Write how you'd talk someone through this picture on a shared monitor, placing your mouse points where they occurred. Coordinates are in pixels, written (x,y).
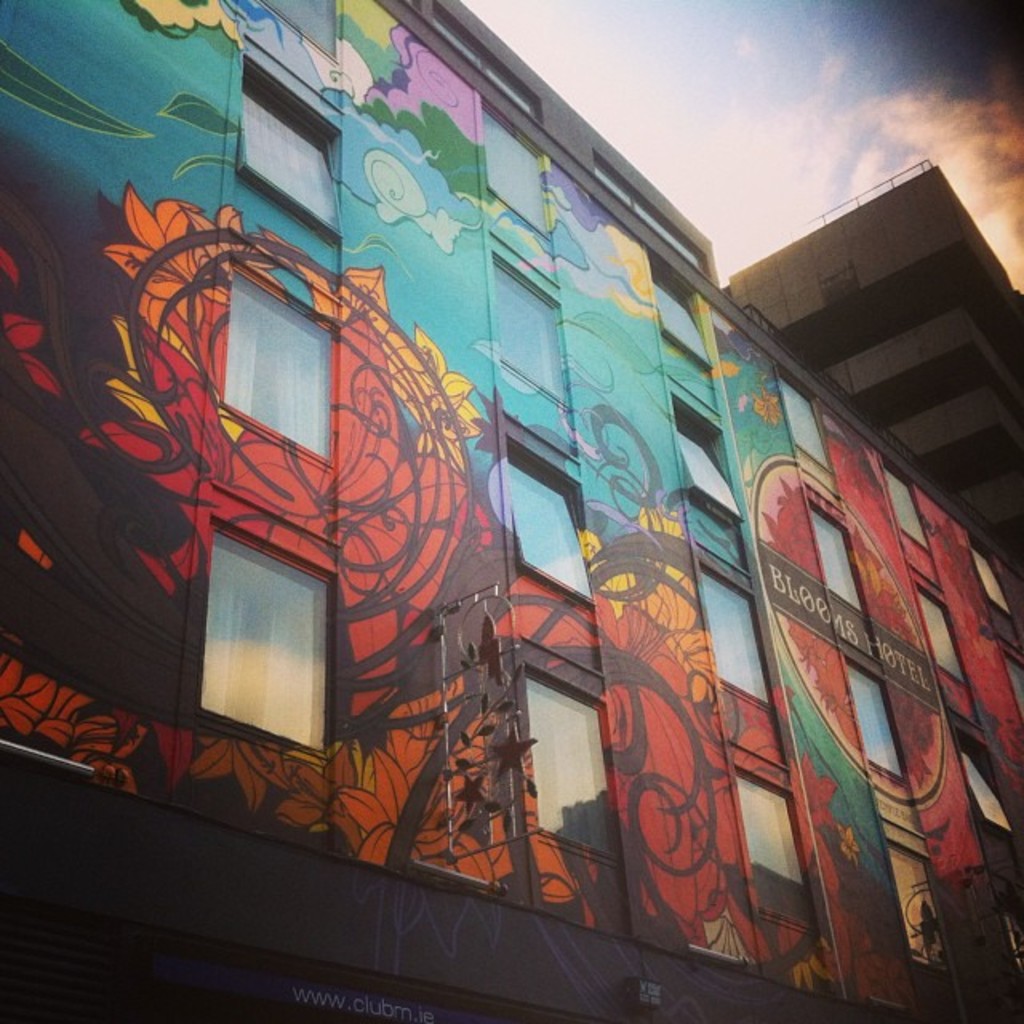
This is a building (327,539) with the windows (848,594). I can see the colorful wall painting (150,295), which is painted on the building wall (408,587). I can see the letters (821,610) written on the wall (865,655). These are the clouds (822,139) in the sky (867,107).
